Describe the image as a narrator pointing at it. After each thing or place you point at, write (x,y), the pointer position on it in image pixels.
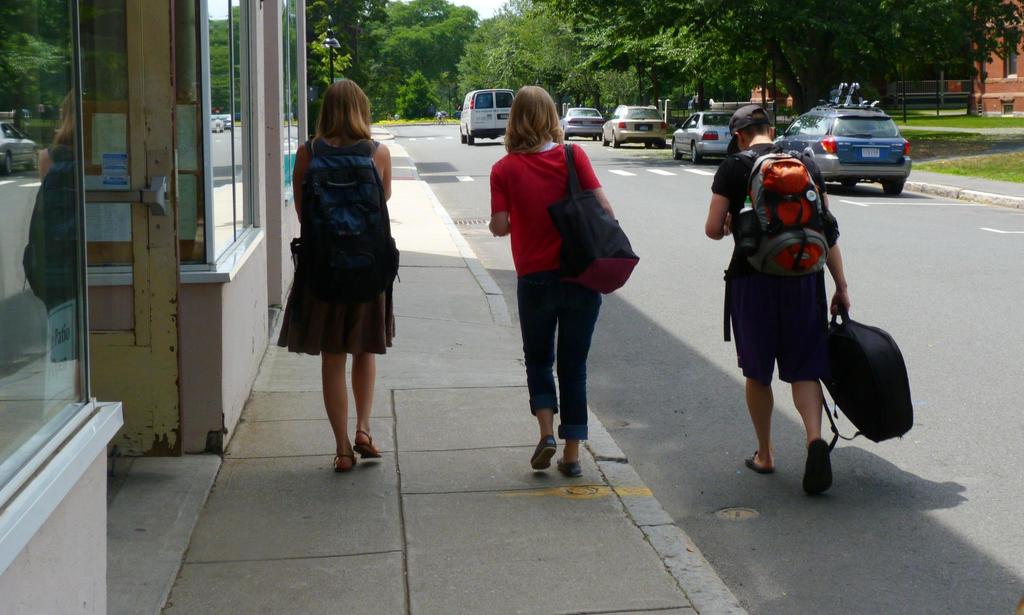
In this image we can see three people (809,289) walking. They are wearing bags (849,335). In the background (888,183) there are cars (790,126) on the road (876,217) and we can see trees (384,60) and there are buildings (997,58).
